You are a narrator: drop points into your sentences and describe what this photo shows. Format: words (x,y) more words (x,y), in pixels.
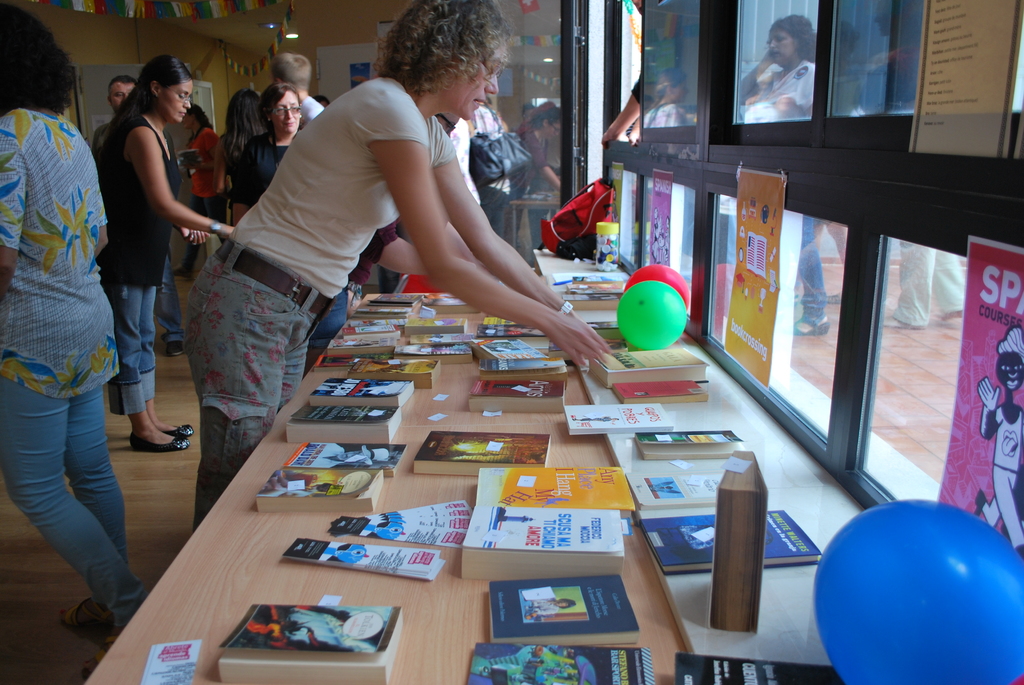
This image consists of many books (576,596) and it is looking like a book store (246,46). In the background (139,77) on the left (74,132) there are many people (164,286) looking for books (355,456) in the foreground (417,427) in the middle of the image (410,369) there are many books (549,353) placed on the table (270,545). On the right of the image (907,535) there are balloons (662,296) in the center of the image (649,300) also. In the background (596,215) there is a backpack (584,207). In the center of the image (510,250) there is a woman (346,170) wearing a cream color shirt (314,191) adjusting books (613,360). In the background (164,10) on the left (222,11) there are ribbons (244,9) hanging and to the right (795,219) there is a window (792,152).
